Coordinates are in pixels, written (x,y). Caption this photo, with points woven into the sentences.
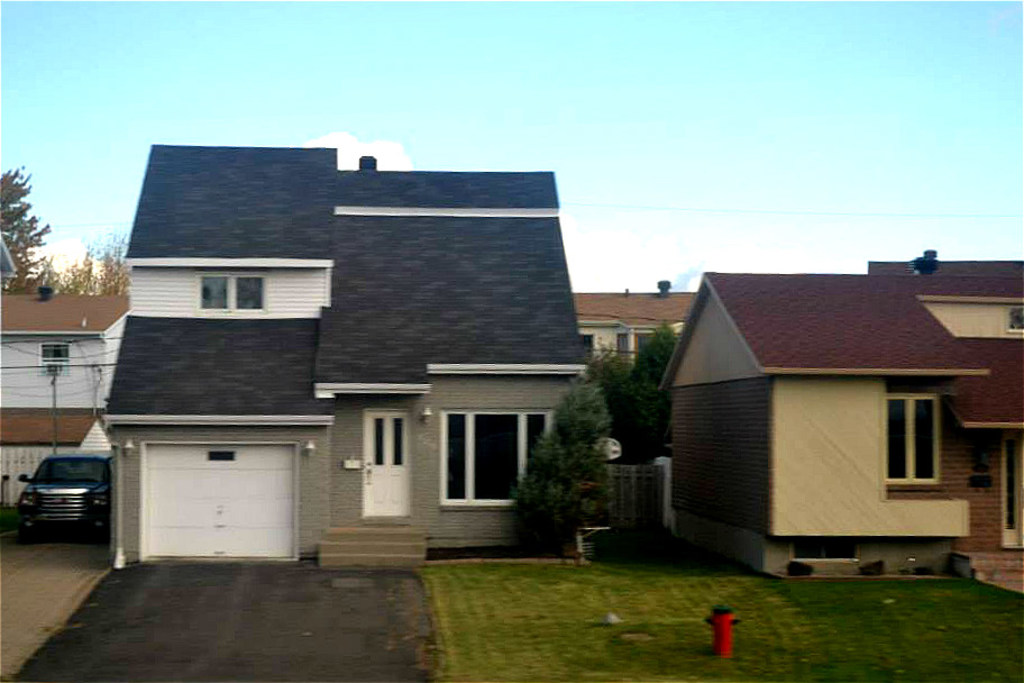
In the foreground (467,574) I can see a fire hydrant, grass (658,632), trees (554,533), windows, doors (373,494), houses (306,495) and car (91,490) on the road (59,598). In the background (303,74) I can see the sky (296,98). This image is taken during a day.
